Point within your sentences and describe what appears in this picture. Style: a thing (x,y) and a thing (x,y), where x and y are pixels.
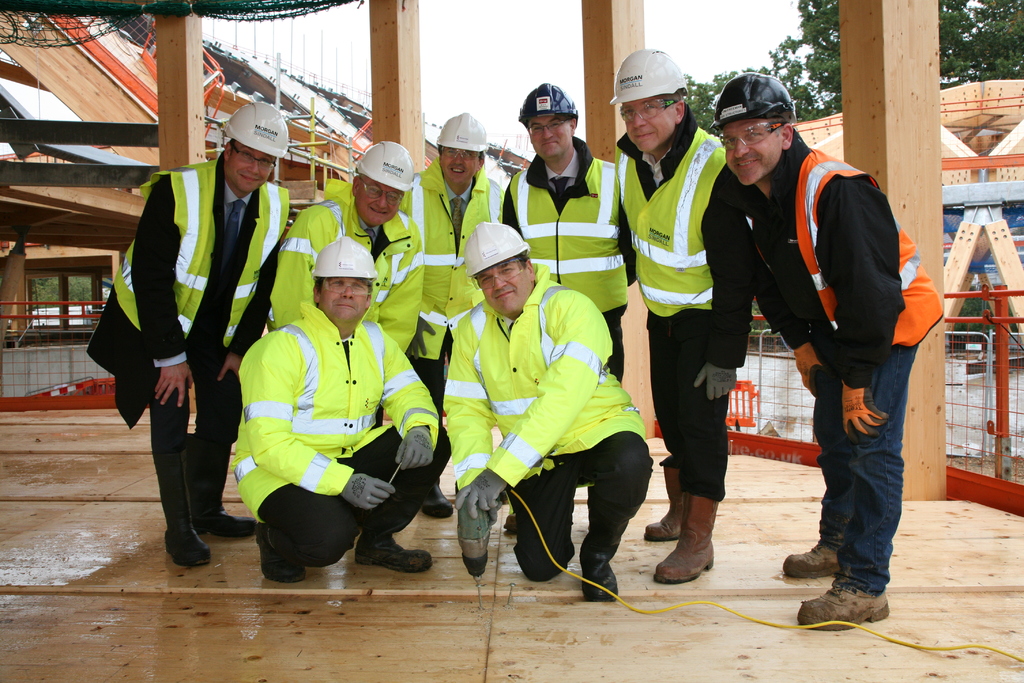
In this picture we can see some people (638,238) standing, these people (537,246) wore helmets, this man (541,430) is holding a drilling machine (468,520), in the background (817,68) there is a tree (830,59), we can see the sky (528,47) at the top of the picture (531,40).
